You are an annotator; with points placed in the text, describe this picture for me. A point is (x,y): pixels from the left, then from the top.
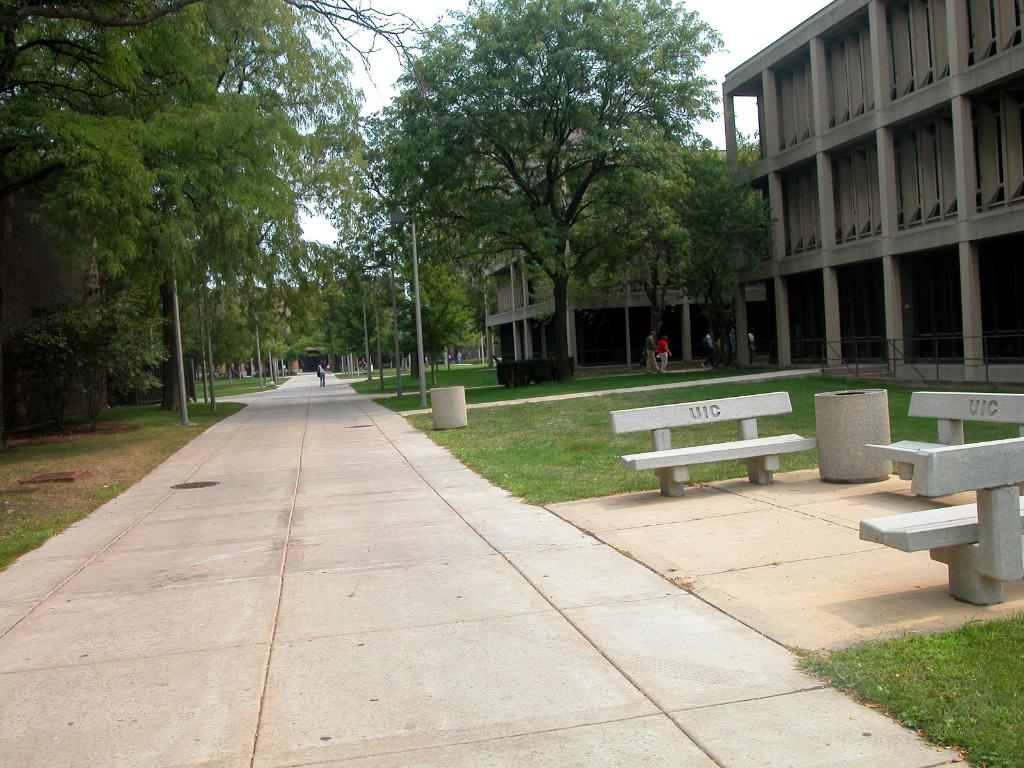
In this image, we can see a road (509,515) where on the right side of the road (520,531), we can see chairs (954,476) and some buildings (853,352) and there are a few people (662,351) on the road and there are some trees (599,208). On the left side of the road (87,520), the ground (163,414) is covered with grass (178,428) and there are trees (115,130) which are green in color and there are poles (177,348) too.
